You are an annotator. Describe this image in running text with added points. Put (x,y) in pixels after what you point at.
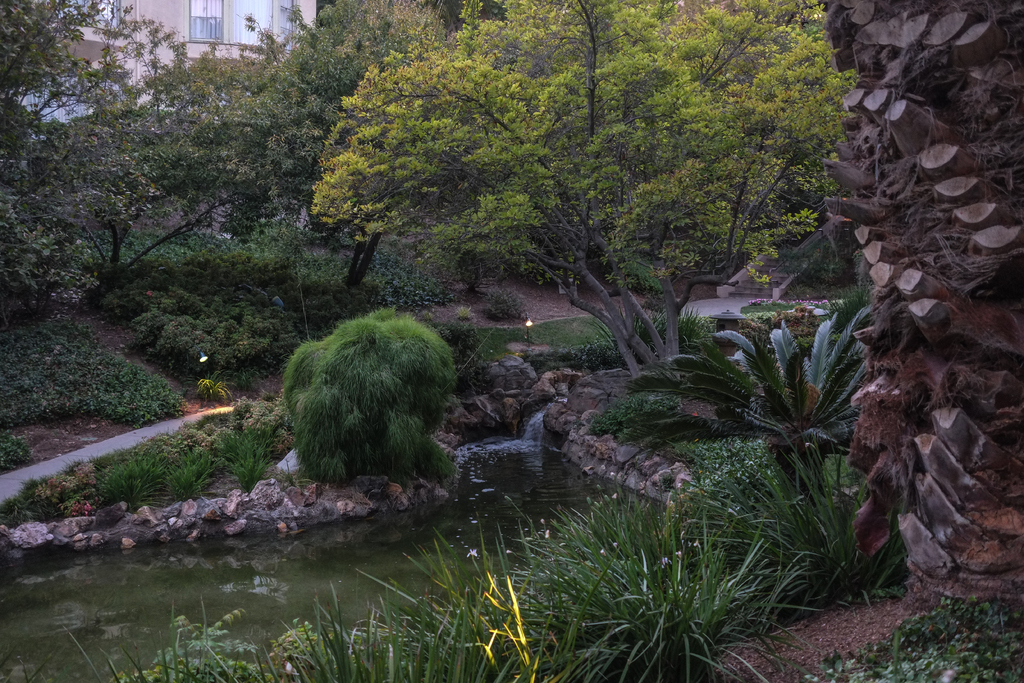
In this image we can see some trees (153,61), plants (579,529), stones (645,487), water (508,510) and a building (205,36).
